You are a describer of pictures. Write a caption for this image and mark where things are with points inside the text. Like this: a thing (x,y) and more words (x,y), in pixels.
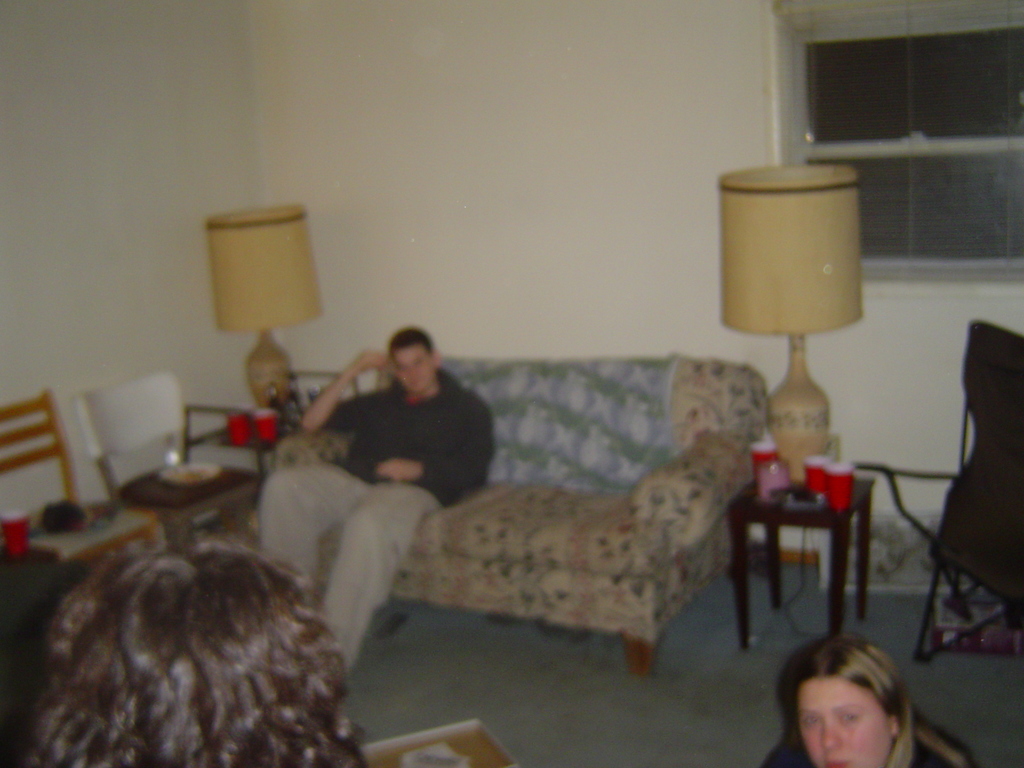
In the left bottom (266,570), a person's head (266,570) is visible and in the right (802,759), a woman (790,751) is there who is half visible. In the left middle (279,476), a person (430,343) is sitting on the sofa (485,525). On both side table (831,510) is there, on which lamps (775,304) are kept and bottles (824,493) are there. In the left middle (104,432) chairs (93,439) are visible of yellow and white in color. The background wall (144,140) is of light cream in color and window (866,192) is visible. This image is taken inside a house (693,616).
